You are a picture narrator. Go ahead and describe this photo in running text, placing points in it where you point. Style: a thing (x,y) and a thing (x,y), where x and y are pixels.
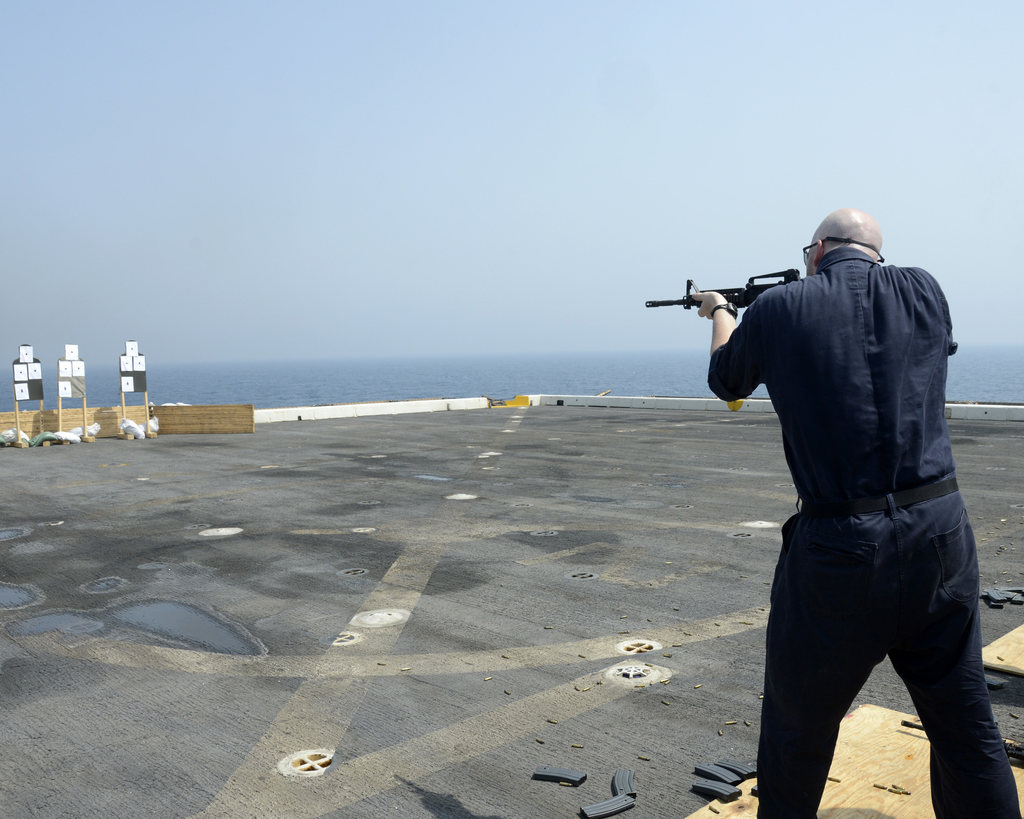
On the right side of the image (978,796) there is a person (722,306) holding the gun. In front of him there are three boards (142,377). Beside them there are bags (133,429). There are some objects (563,771) on the platform (460,662). In the background of the image (436,378) there are water (381,371) and sky (430,98).
